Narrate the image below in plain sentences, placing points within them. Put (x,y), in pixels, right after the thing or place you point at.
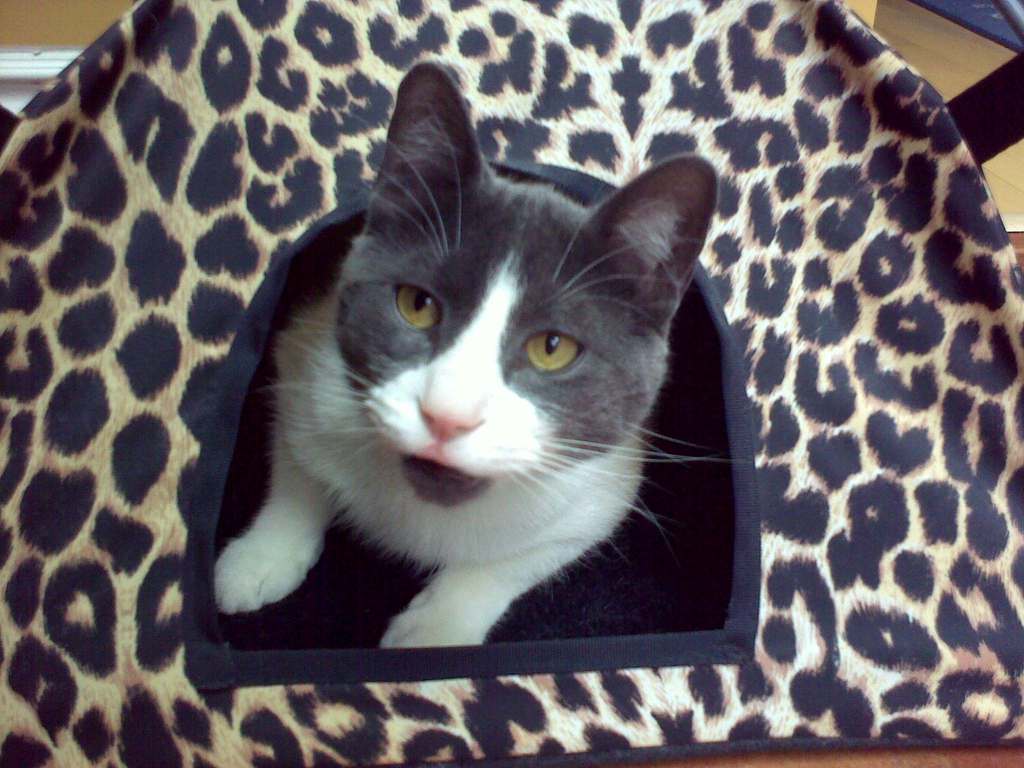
In this image there is a cat (450,449) inside an object (157,482), there is an object (558,694) truncated, there is an object (714,558) on the surface (961,762), there is an object (995,119) truncated towards the right of the image (997,102), there is an object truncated towards the left of the image (42,72).
